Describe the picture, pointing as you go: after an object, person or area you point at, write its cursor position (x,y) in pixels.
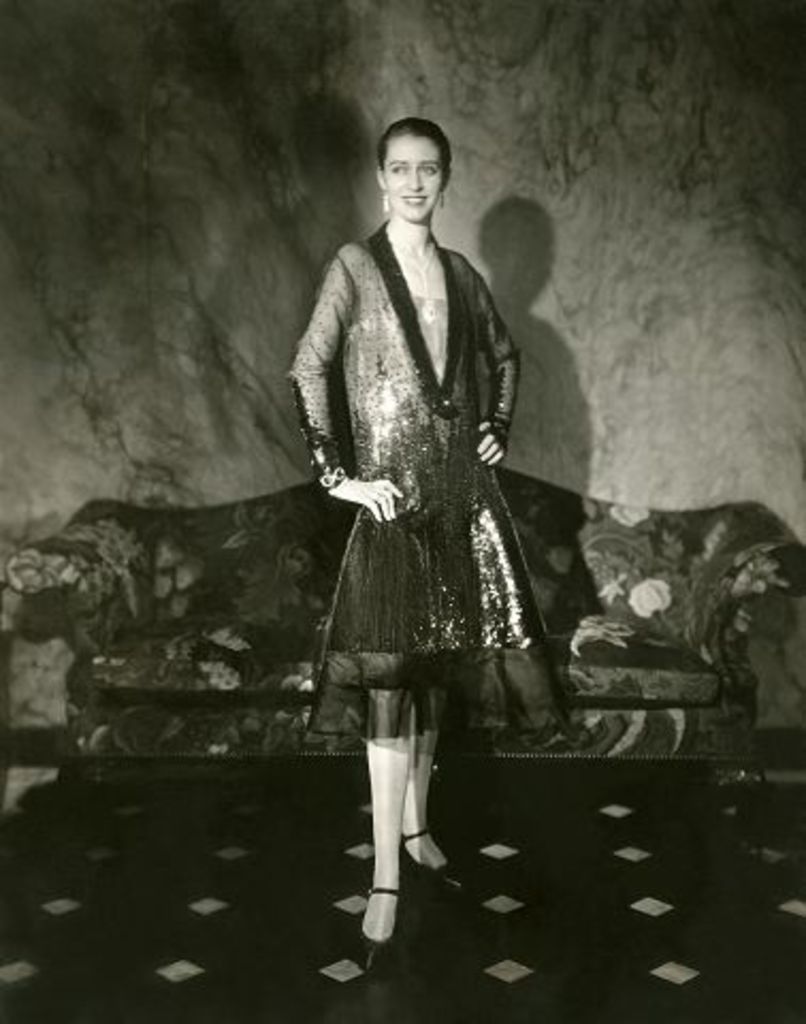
It is the black and white image in which there is a girl (439,604) standing on the floor (464,987). Behind her there is a sofa (175,630). In the background (213,137) there is a wall (213,137).
